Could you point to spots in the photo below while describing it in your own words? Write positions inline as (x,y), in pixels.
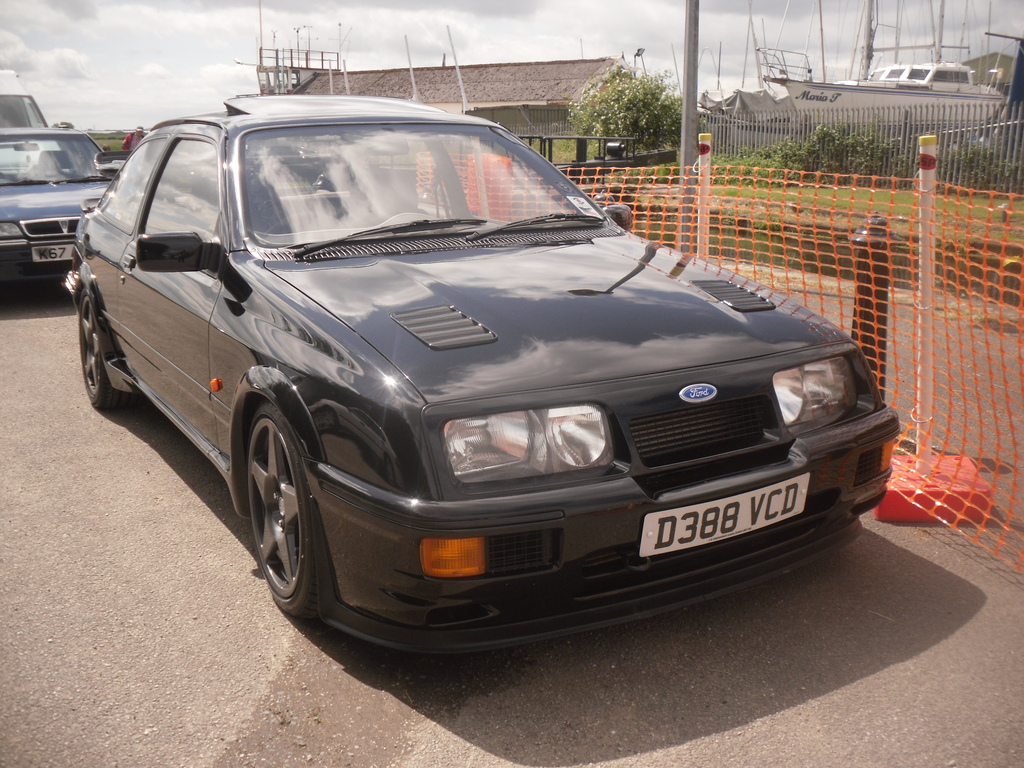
In this image there are few cars (365,161) on the road (486,727), beside that there is fence (1021,319), buildings (472,79) and plants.
